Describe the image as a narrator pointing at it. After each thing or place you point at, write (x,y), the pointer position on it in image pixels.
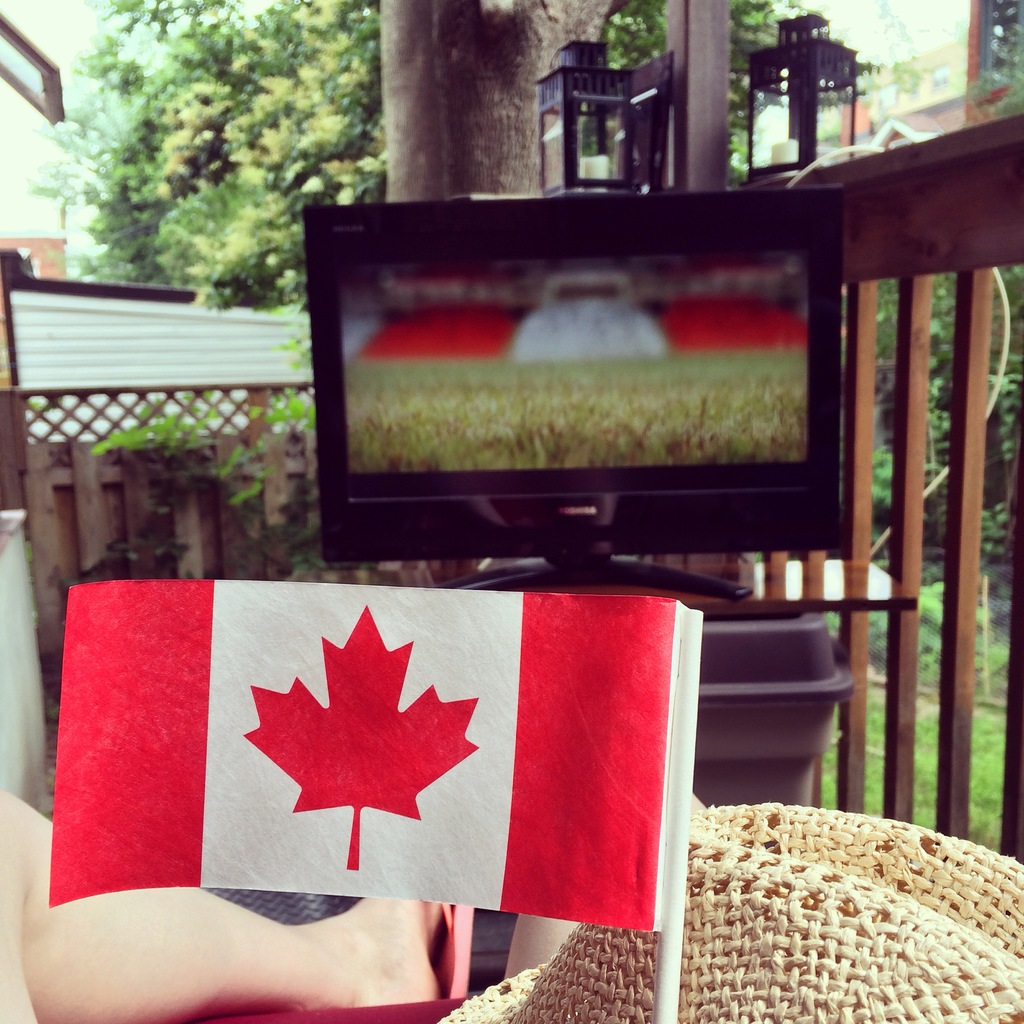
In this picture I can see a flag (513,729) at the bottom (533,693), on the left side (301,941) there is a human leg (334,935). In the middle (452,386) there is a television (477,390), in the background (327,168) there are trees (481,178) and buildings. On the right side (933,275) it looks like a wooden railing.
